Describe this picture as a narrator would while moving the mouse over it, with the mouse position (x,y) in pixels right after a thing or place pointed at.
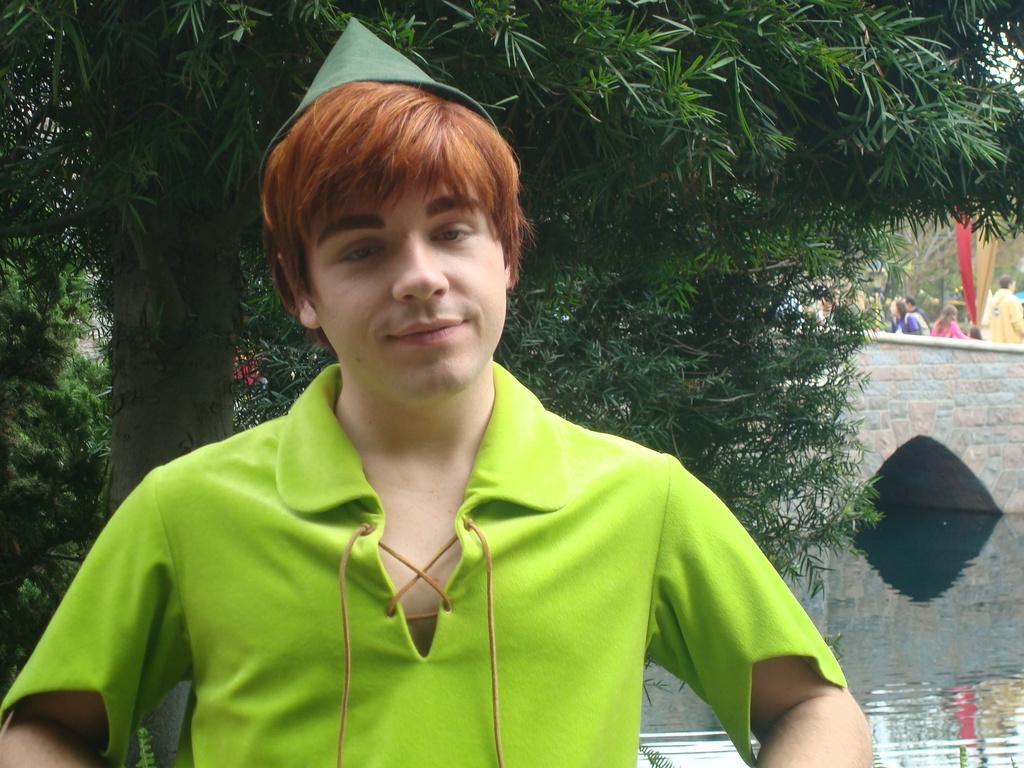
In this picture I can see a man (320,614) in front (445,560) and I see that he is wearing green color t-shirt (739,573) and wearing a hat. In the middle of this picture (582,339), I can see the water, few plants (551,370) and in the background (1014,389) I can see the bridge (975,378), on which there are few people (912,306).
